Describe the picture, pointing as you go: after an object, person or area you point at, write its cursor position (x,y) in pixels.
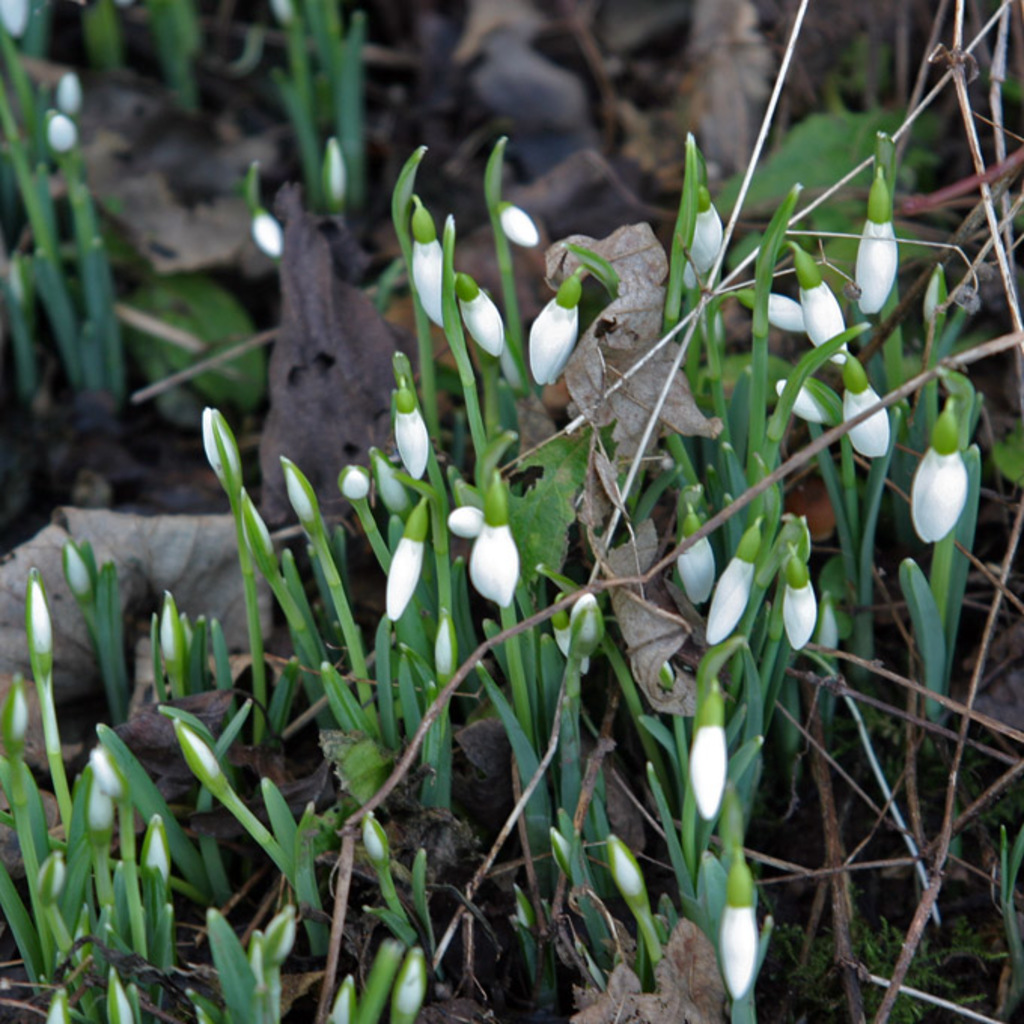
In the picture we can see some small plants (407,937) with white color flower buds (634,860) on it and behind it, we can see some dried leaves (71,639) and some plants (574,466) near to it.
